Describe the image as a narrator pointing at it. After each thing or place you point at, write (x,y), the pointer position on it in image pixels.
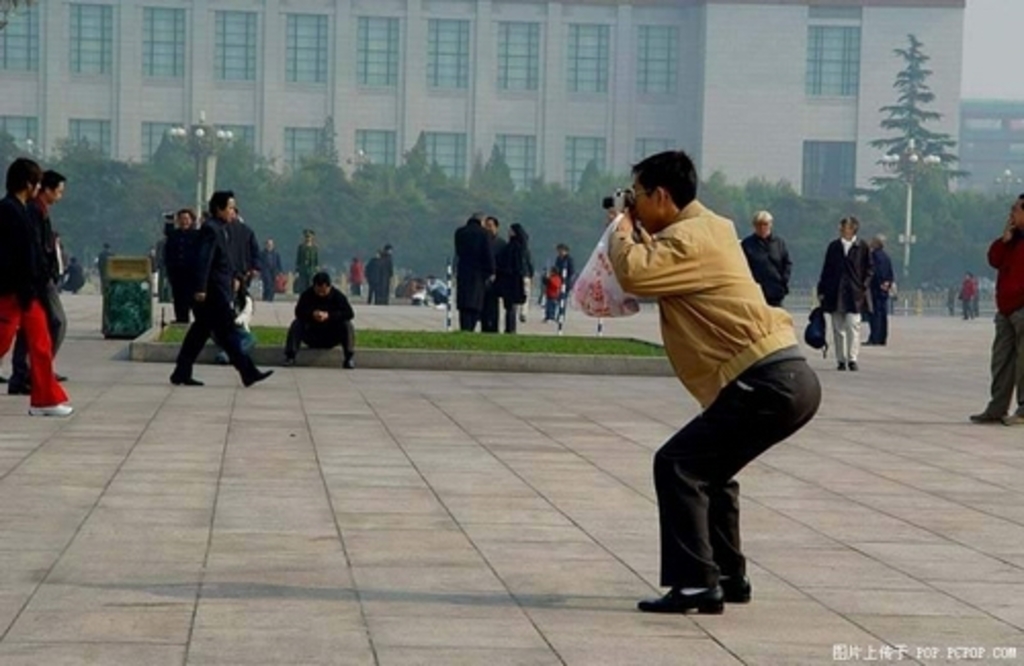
In this image, I can see groups of people (662,266) standing, few people (211,294) walking and there is a person (298,344) sitting. There is grass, an object (144,310) and lights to the poles (200,150). In the background (115,234), I can see the trees (737,198), buildings (849,103) and the sky (993,68). In the bottom right corner of the image (953,645), there is a watermark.
